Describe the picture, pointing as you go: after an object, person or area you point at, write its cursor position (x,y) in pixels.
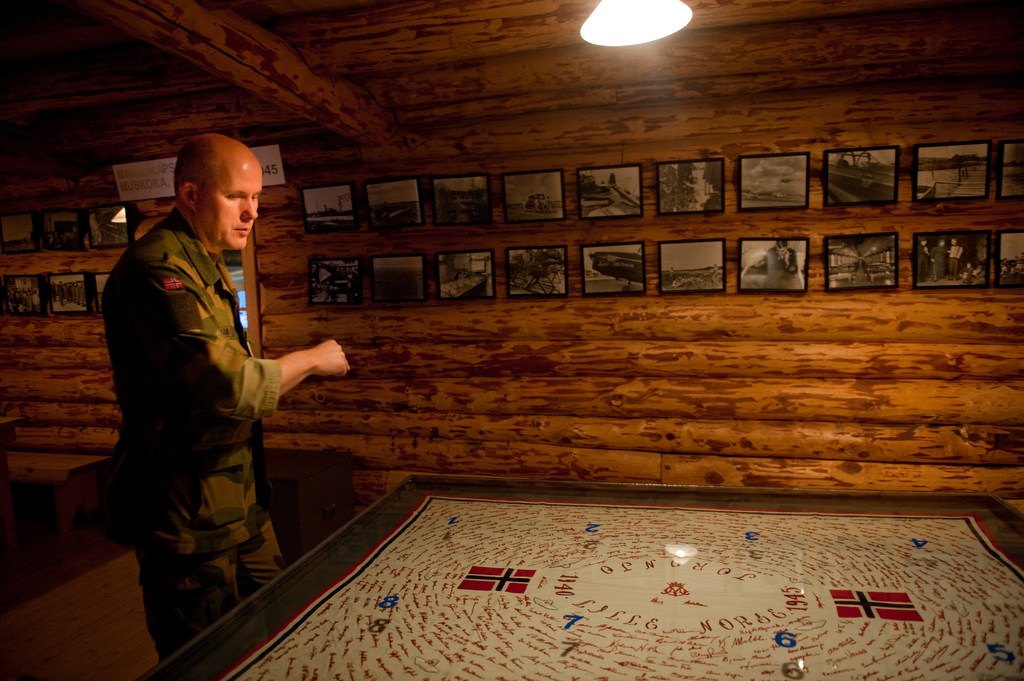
In this image I can see a person (193,369) standing in front of the table (538,599). At the back side (582,338) there are frames (666,210) on the wooden wall (581,44). On the top (596,18) there is light (603,28).
